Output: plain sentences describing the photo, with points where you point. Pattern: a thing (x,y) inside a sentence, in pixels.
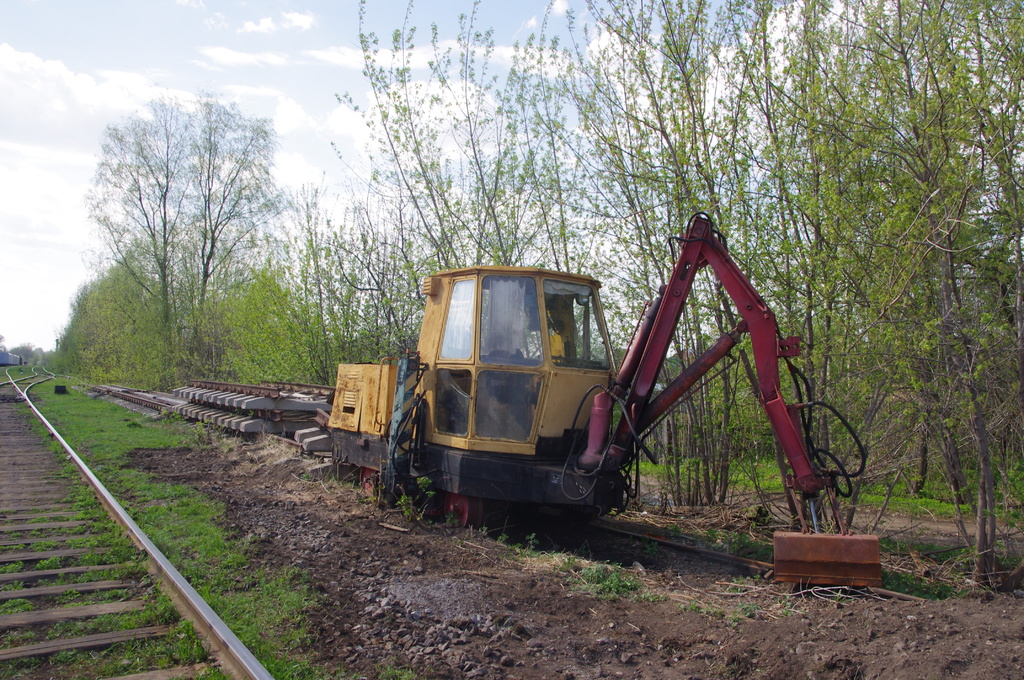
In the front of the image (365,470) there are trees (912,246), vehicle (535,416), grass (180,515), train track (25,455) and objects (265,390). In the background of the image (67,53) there is the cloudy sky (428,156).
